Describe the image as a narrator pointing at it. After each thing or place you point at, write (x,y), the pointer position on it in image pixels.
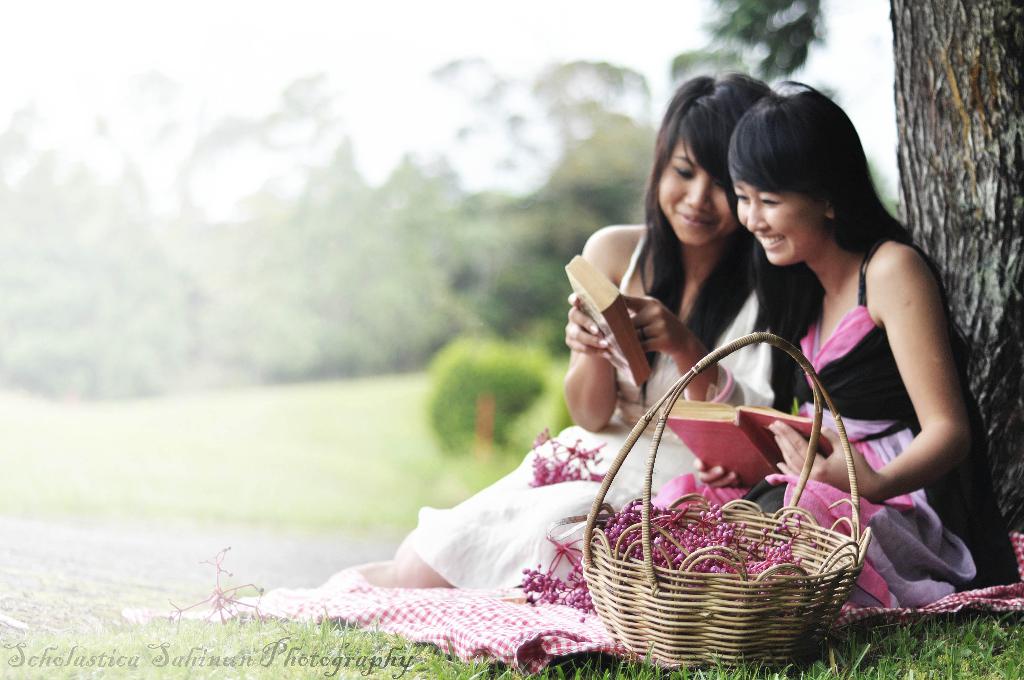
On the right side of the image (696,187) we can see two women (576,369), they both are smiling and they are holding books (693,437), beside them we can see a basket (743,586) on the grass (859,646), in the background (487,295) we can see few trees (487,295), in the bottom left hand corner (336,672) we can see some text (266,647).
